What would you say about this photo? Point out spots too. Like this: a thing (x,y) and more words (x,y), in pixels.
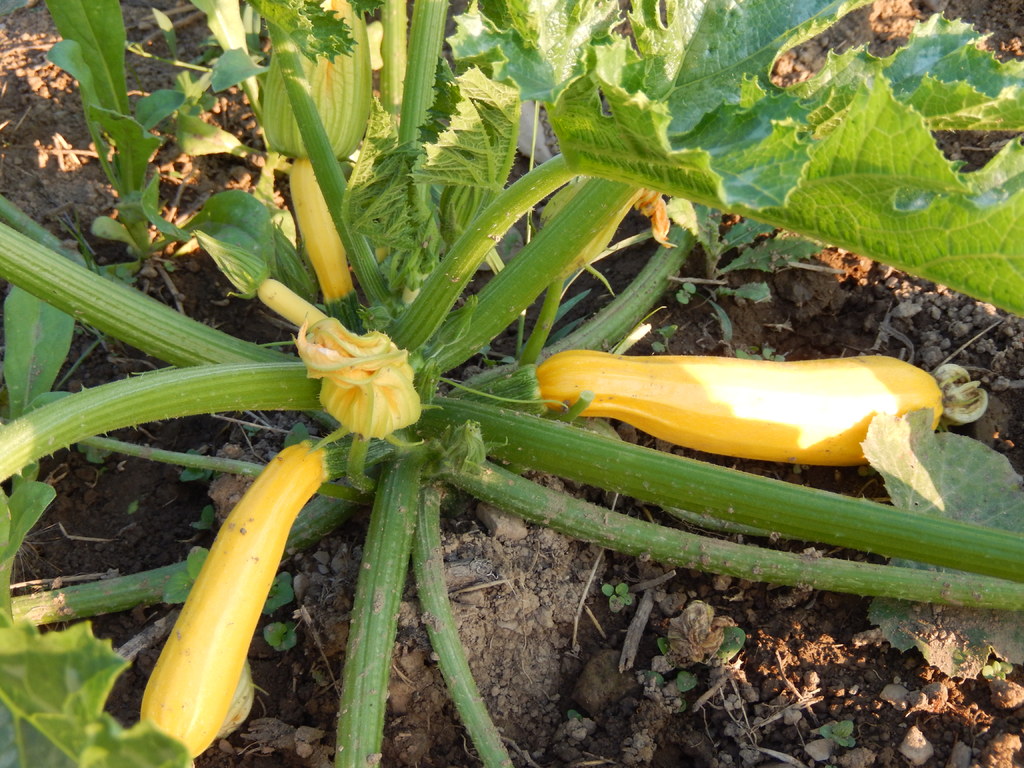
In this image there is a plant (536,287) in the middle (519,334). To the plant (461,427) there are yellow colour vegetables (677,436). At the bottom (671,692) there is soil (671,692) on which there are stones (621,687).
